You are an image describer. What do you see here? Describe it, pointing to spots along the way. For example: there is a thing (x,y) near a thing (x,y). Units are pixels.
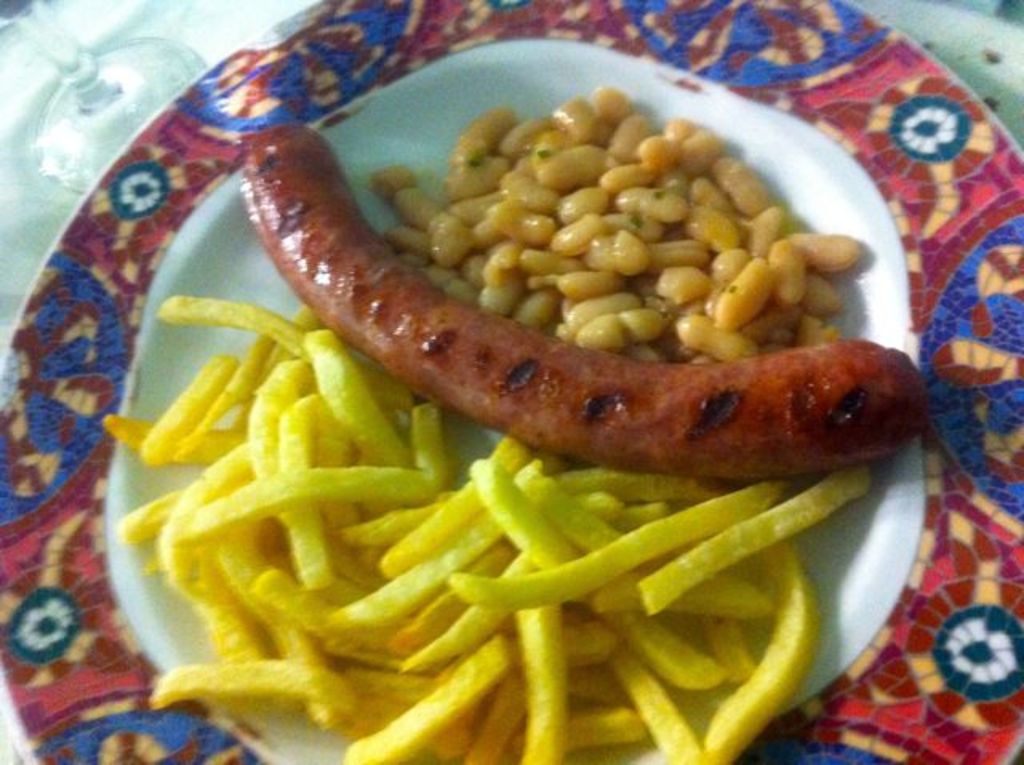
In this image we can see a plate (928,160) with some food items (479,379) and a glass (110,101) beside the plate (224,124).
